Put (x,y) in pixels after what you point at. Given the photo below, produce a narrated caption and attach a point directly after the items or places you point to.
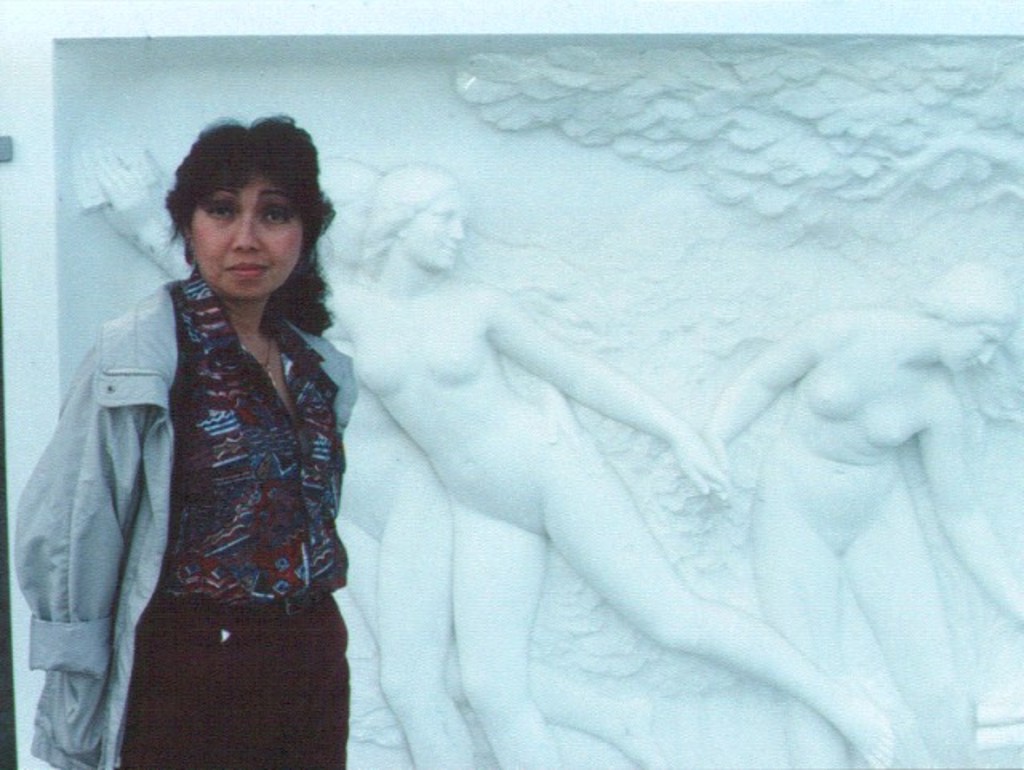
In this image we can see a woman (215,428) standing and sculptures (544,459) on the wall (762,217) in the background (373,322).
